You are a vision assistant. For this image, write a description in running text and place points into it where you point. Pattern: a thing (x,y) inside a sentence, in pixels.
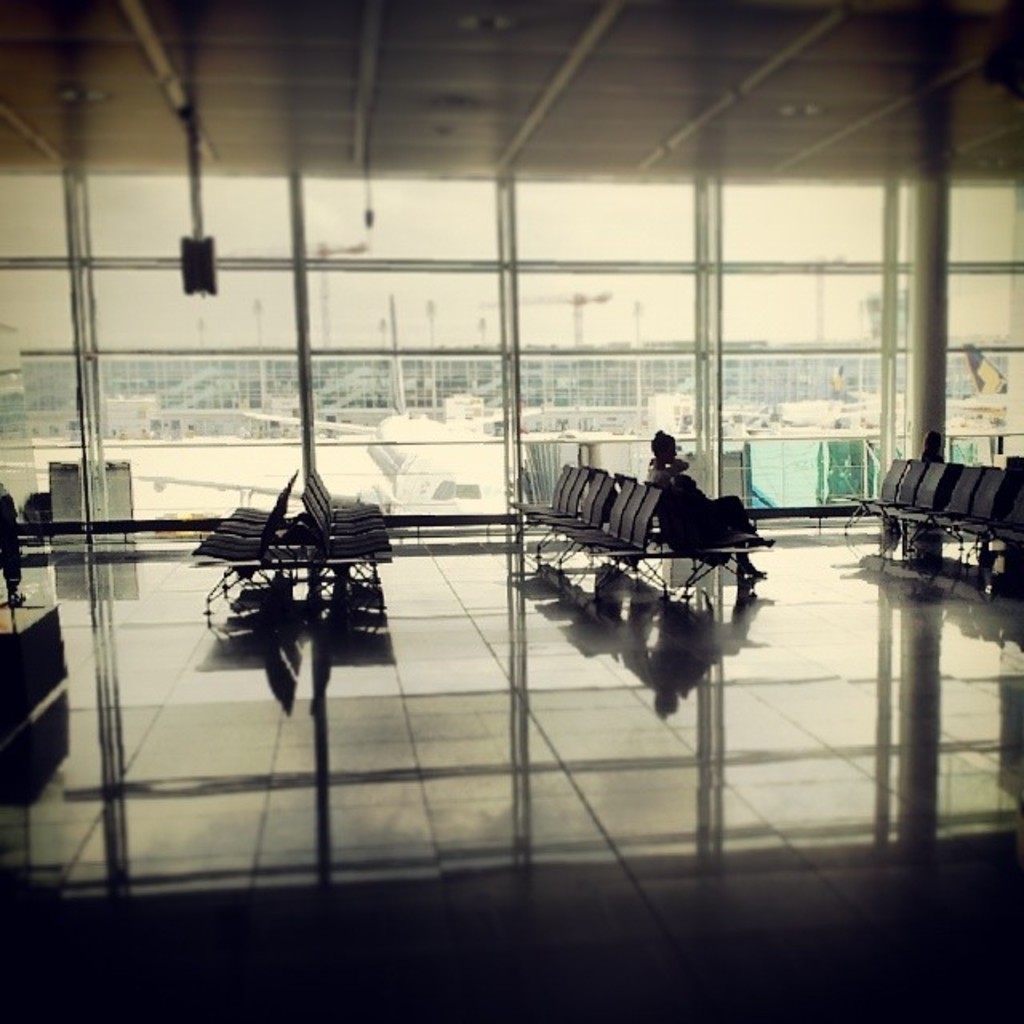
In the image we can see a person (683,511) sitting on the chair (641,515). There are chairs (636,528) kept in a row. Here we can see a floor (409,777) and a glass window (447,478). Out of the window (289,447) we can see building cranes (558,301) and a sky (640,235). Here we can see a pole (926,323).
